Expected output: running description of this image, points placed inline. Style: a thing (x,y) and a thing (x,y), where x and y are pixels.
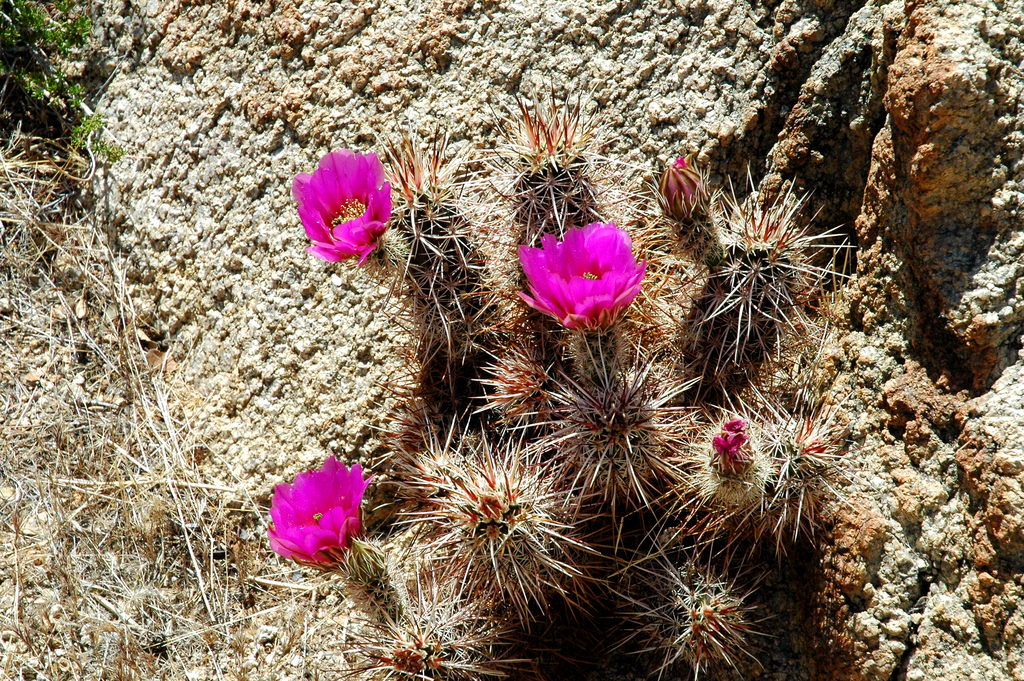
In this image there are flowers (335,457) and grass (16,496) on the rocks (145,213).
